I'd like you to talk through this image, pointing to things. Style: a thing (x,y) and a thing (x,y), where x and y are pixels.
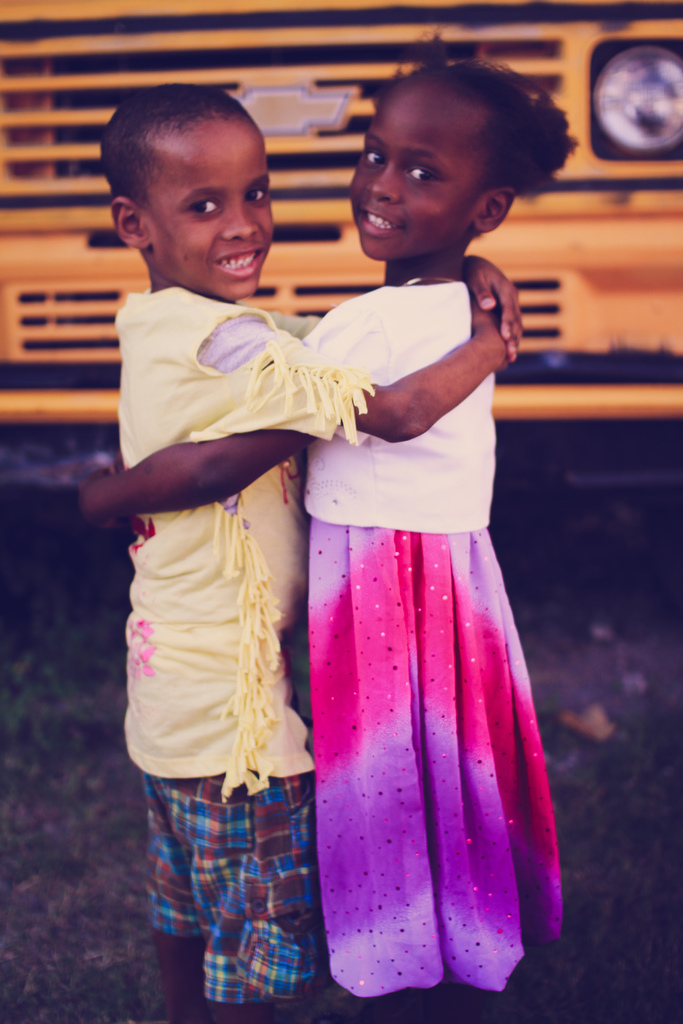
This image consists of two kids (364,550). At the bottom (86,998), there is grass (591,841). In the background (39,150), we can see a bus (336,273) in yellow color.
